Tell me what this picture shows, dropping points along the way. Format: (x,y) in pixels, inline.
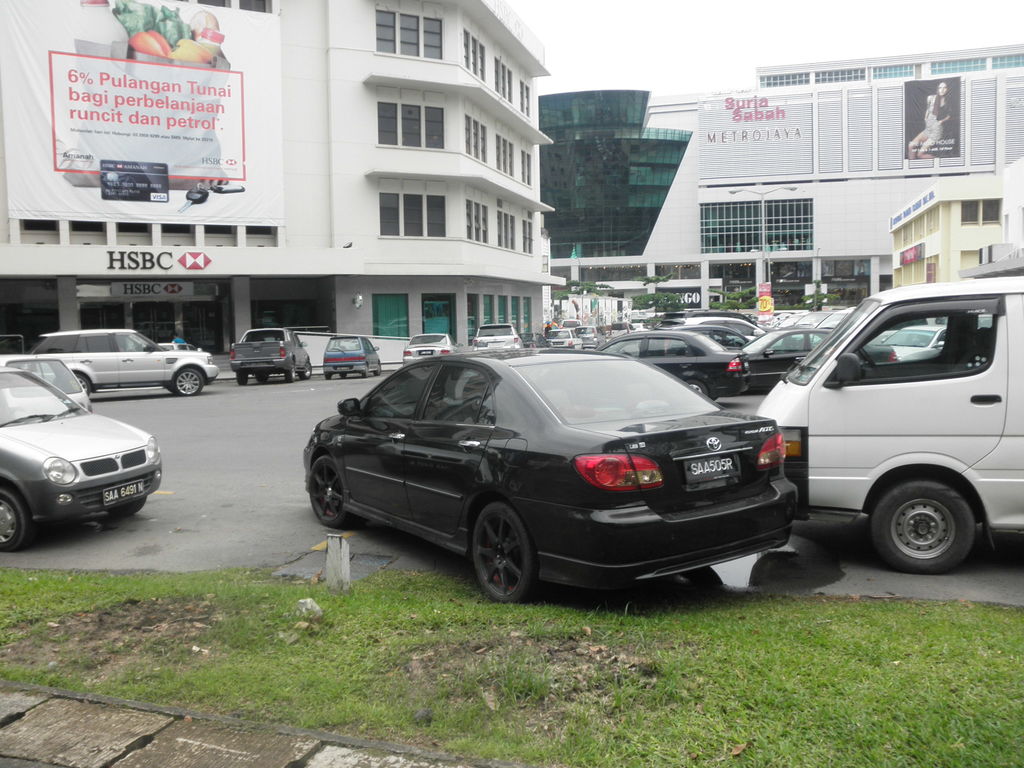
In this image in the front (383,660) there's grass (517,728) on the ground (347,678). In the center of the image (613,399) there are vehicles (128,372) on the road (216,390). In the background (623,250) there are buildings (793,232) and on the buildings (287,147) there are boards (205,122) with some text (200,136) written on it.
